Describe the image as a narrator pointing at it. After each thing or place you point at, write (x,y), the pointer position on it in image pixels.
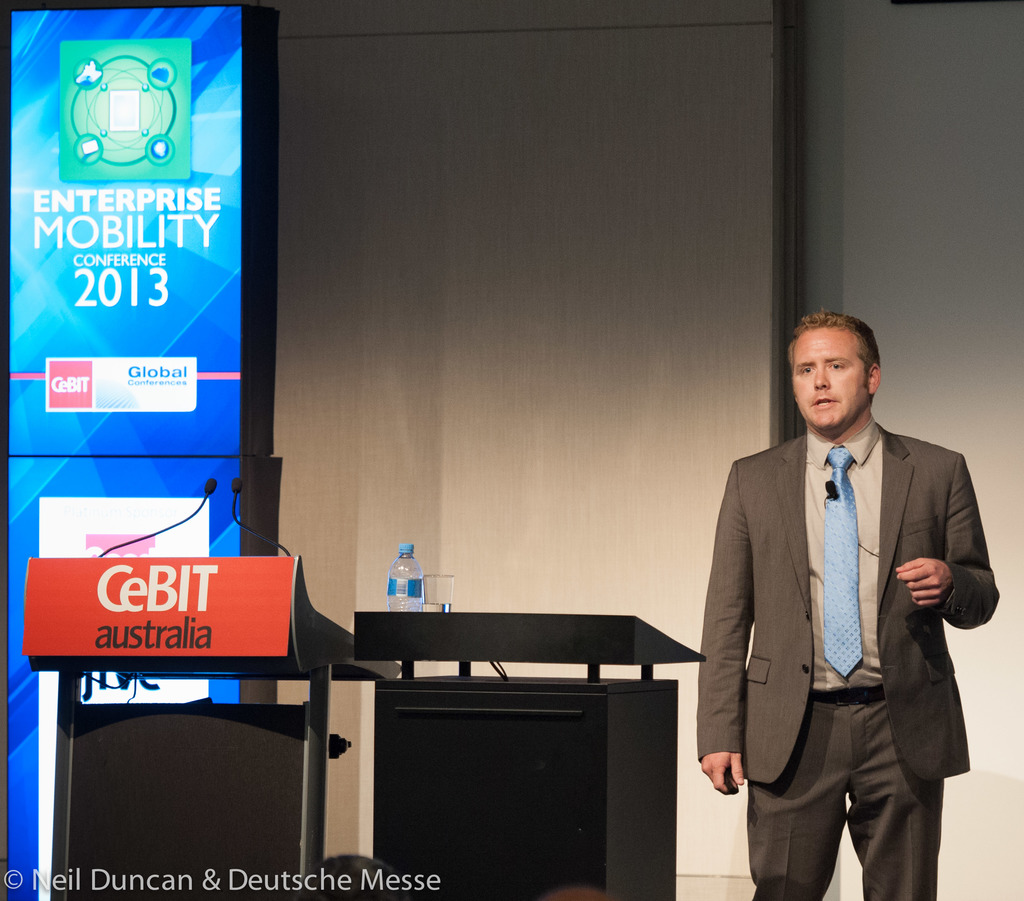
In this image in the right (836,616) a person (934,752) is standing wearing grey suit (763,582) and tie (833,600). Beside him there is a podium (432,647). On the podium (383,612) there is a bottle (397,574). In the left (280,571) there are two mics (132,542) on a stand (248,613). In the background (102,457) there is screen (128,502).
